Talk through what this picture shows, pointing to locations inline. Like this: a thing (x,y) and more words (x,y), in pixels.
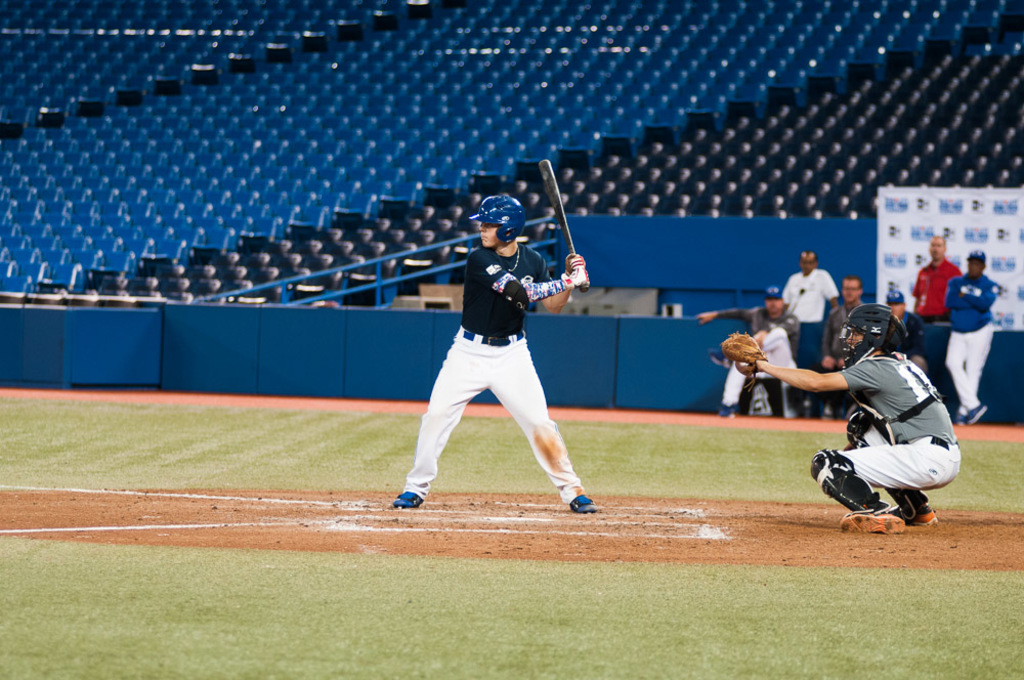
There is a person (509,234) in a black color t-shirt (498,257), holding a black color bat (561,225) and standing on the ground (430,495). Beside him, there is a person (894,402) who is gray color t-shirt (889,380), wearing gloves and squatting on the ground (858,544) on which, there are white color lines (354,519). On both sides of this ground (816,521), there is grass (593,603) on the ground (360,428). In the background (951,343), there are persons (974,321) standing, there are blue color barricades (611,341) and there are chairs (411,90) arranged.
